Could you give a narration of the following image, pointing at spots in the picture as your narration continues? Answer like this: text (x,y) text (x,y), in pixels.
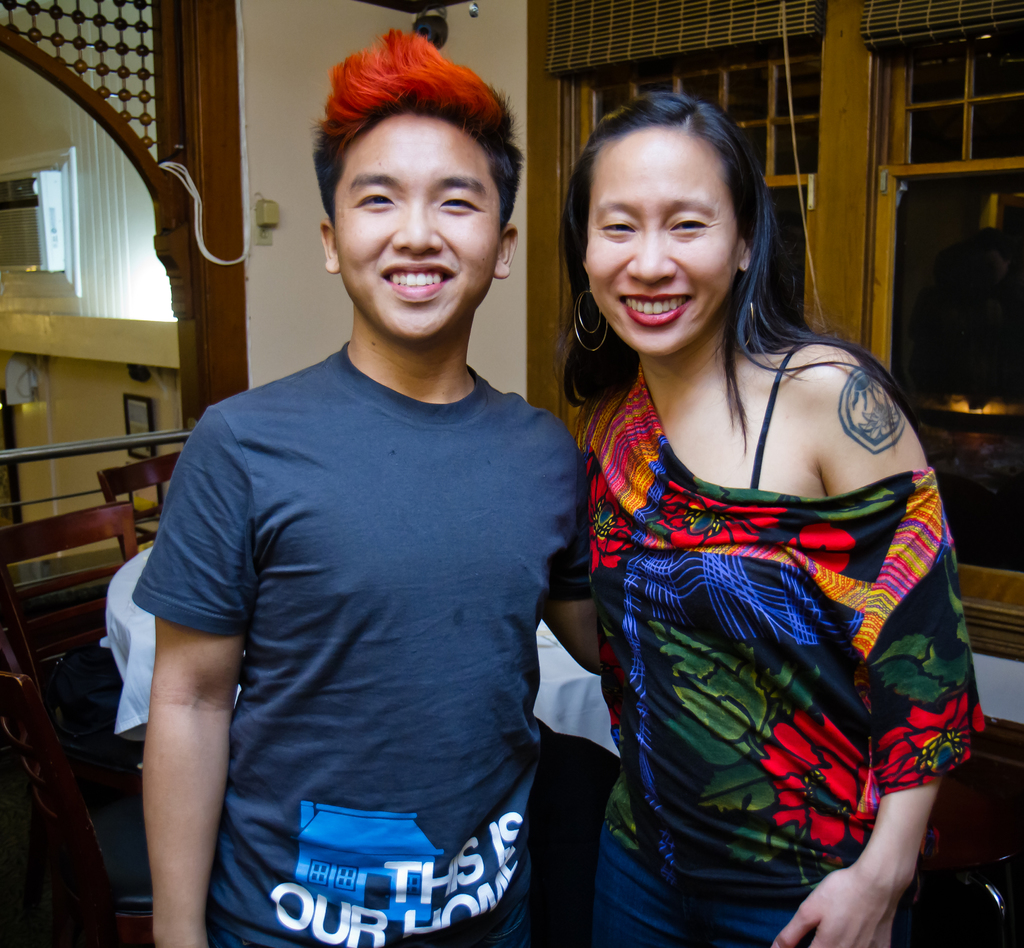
In this image I can see a person (348,581) wearing blue colored t shirt (408,631) and a woman (723,614) wearing black, green, red and orange colored dress (792,579) are standing and smiling. In the background (551,682) I can see a table (545,669), white colored cloth (568,692) on it and few chairs (17,545) around the table (138,580). I can see the wall (304,88), few windows (938,354) and few other objects (167,441) in the background (20,221).
